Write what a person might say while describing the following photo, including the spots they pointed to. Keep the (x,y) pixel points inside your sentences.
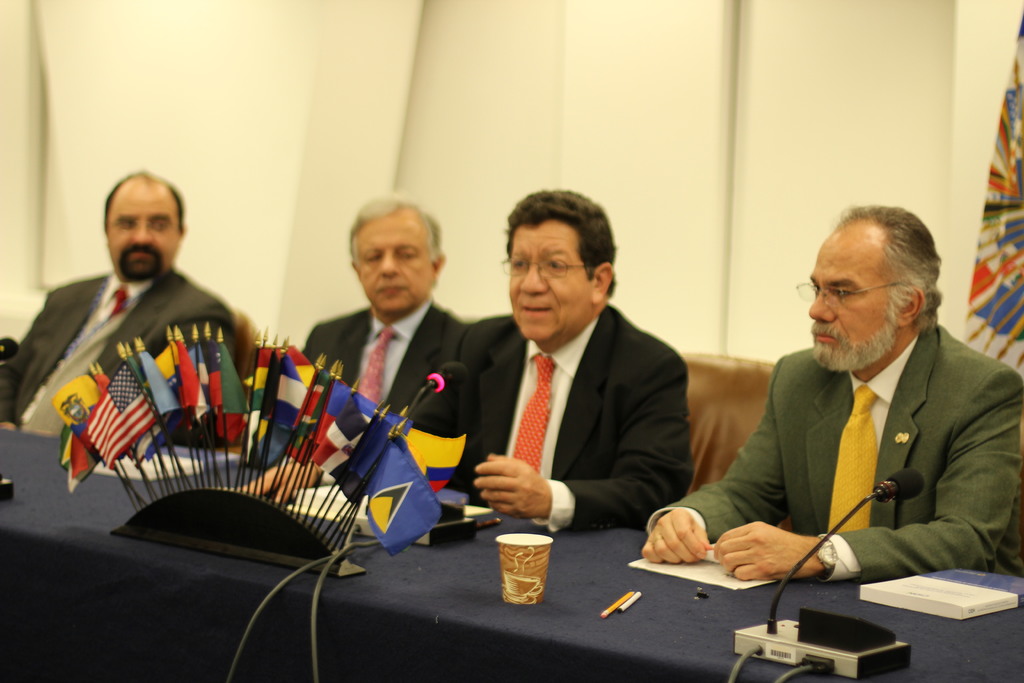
In this picture we can see some men (471,324) wearing black suit (445,393), sitting on the chair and discussing something. In the front (436,587) there is a blue table (644,583) with many flags (367,462) and microphone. In the background (680,181) we can see a yellow color wall (252,133) and a flag (1014,111) on the right corner (1006,117).
